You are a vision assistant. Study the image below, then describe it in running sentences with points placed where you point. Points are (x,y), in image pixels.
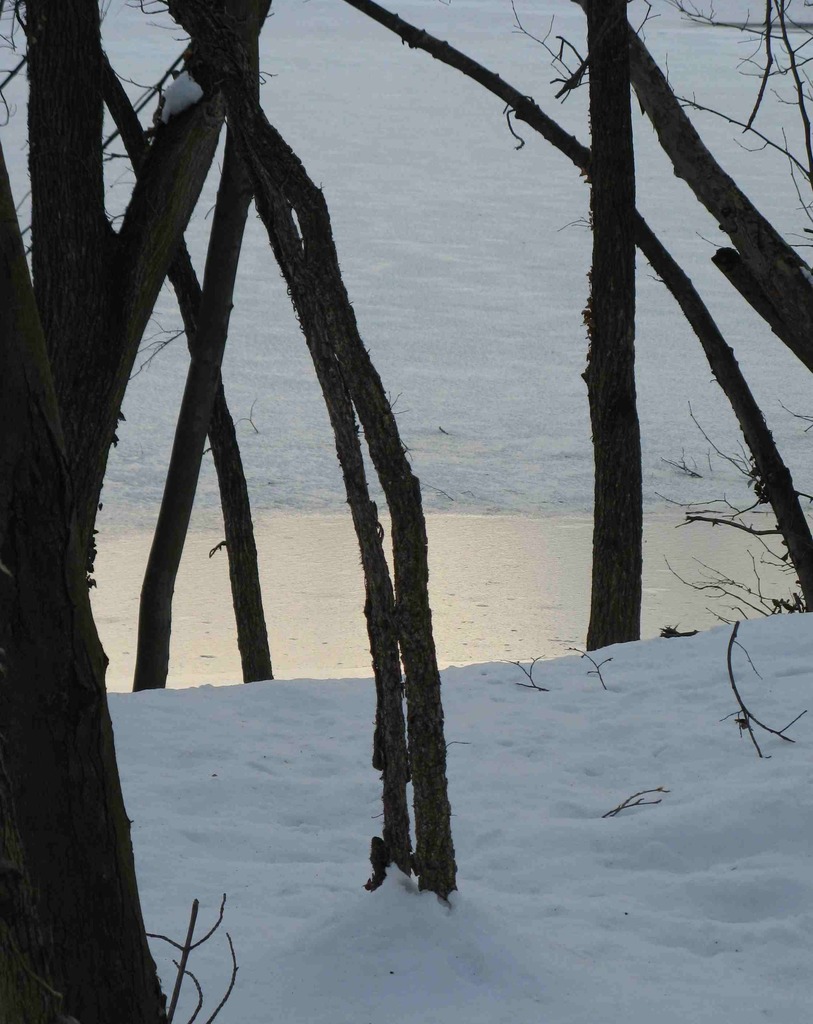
In this image we can see the barks (179,237) of the trees (727,228). At the bottom (577,857) there is snow (570,825).
